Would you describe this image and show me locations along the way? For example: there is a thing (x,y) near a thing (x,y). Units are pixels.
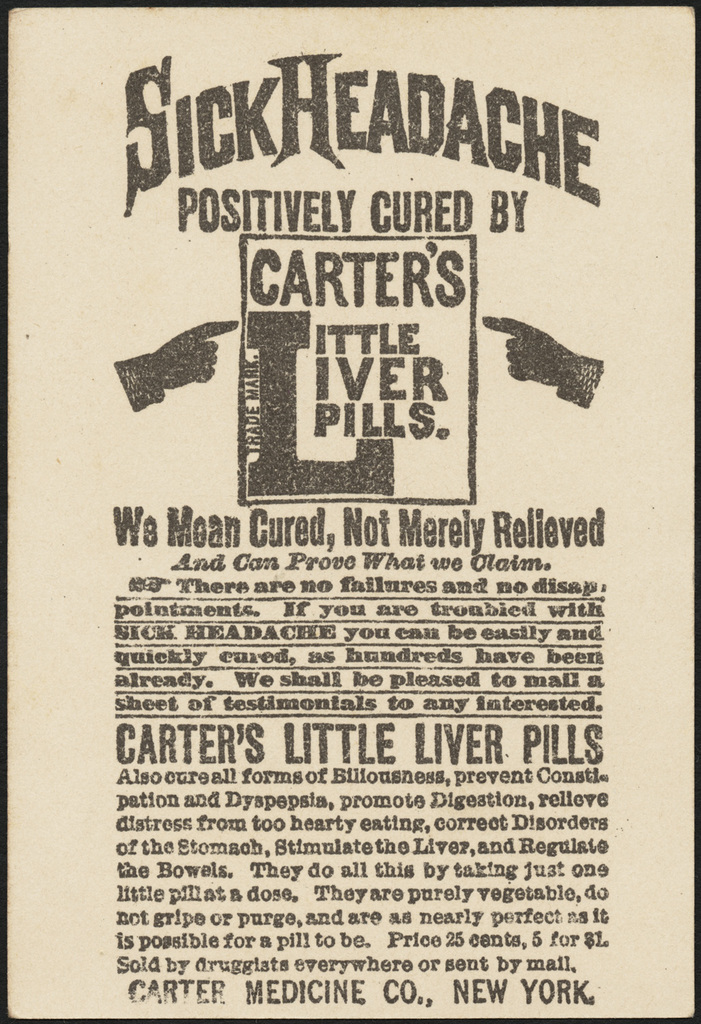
In this image there are many English alphabets (230,206) written in the paper (351,600).
